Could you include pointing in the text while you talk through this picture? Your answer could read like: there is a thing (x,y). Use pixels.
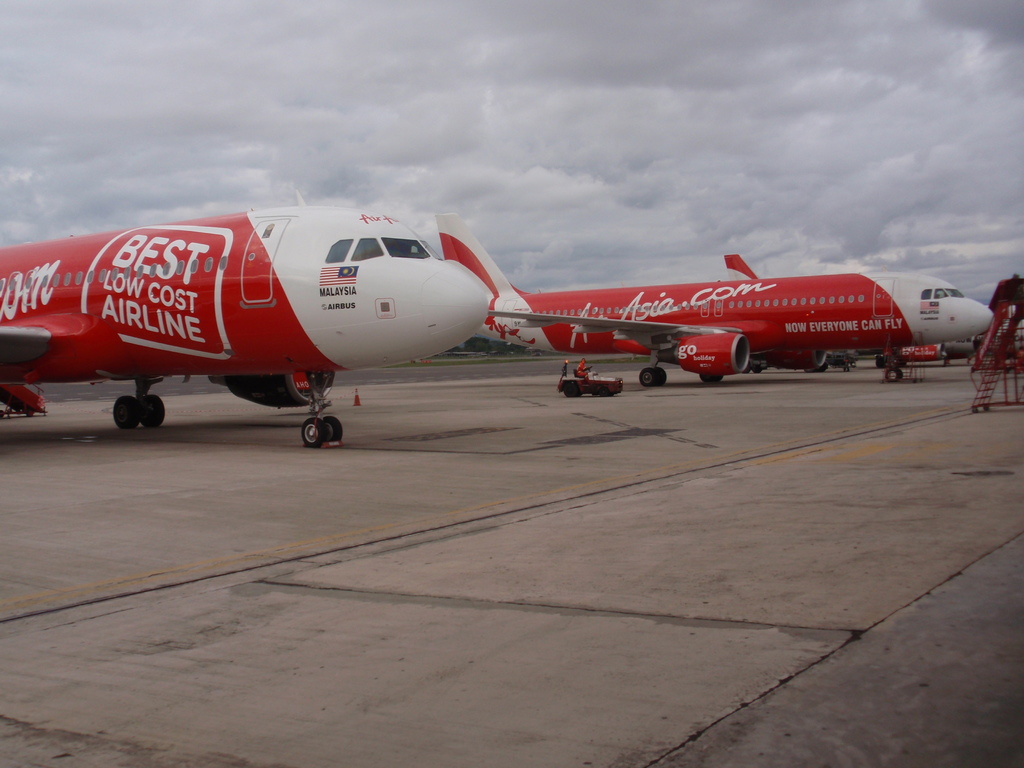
In this picture there are aeroplanes (488,291) in the center of the image (359,257).
